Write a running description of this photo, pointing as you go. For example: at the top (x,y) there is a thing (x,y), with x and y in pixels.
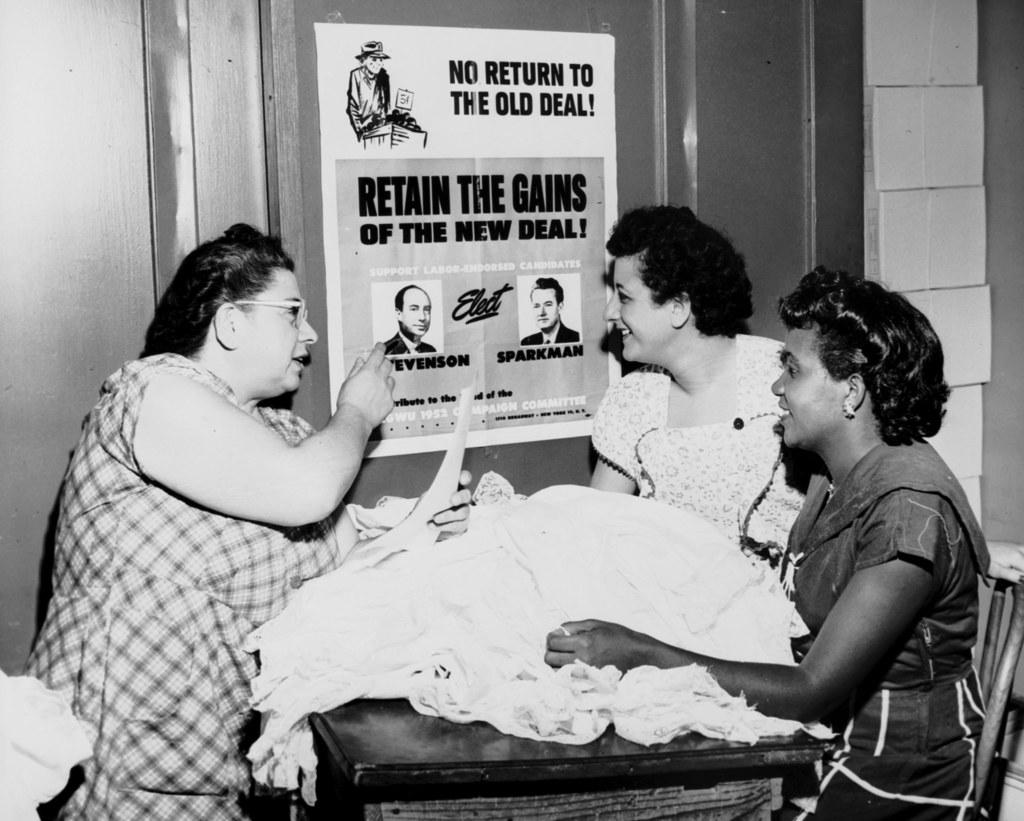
This is a black and white image. In this image we can see there is a table (445,774). On the table (462,724) there is a cloth (516,601). On the right side of the image (686,489) there are two persons (829,626) sat on the chair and on the left side of the image (99,468) there is another person (169,480) standing and talking to them. In the background (362,159) there is a wall (206,150) and a poster (451,197) attached to it.
